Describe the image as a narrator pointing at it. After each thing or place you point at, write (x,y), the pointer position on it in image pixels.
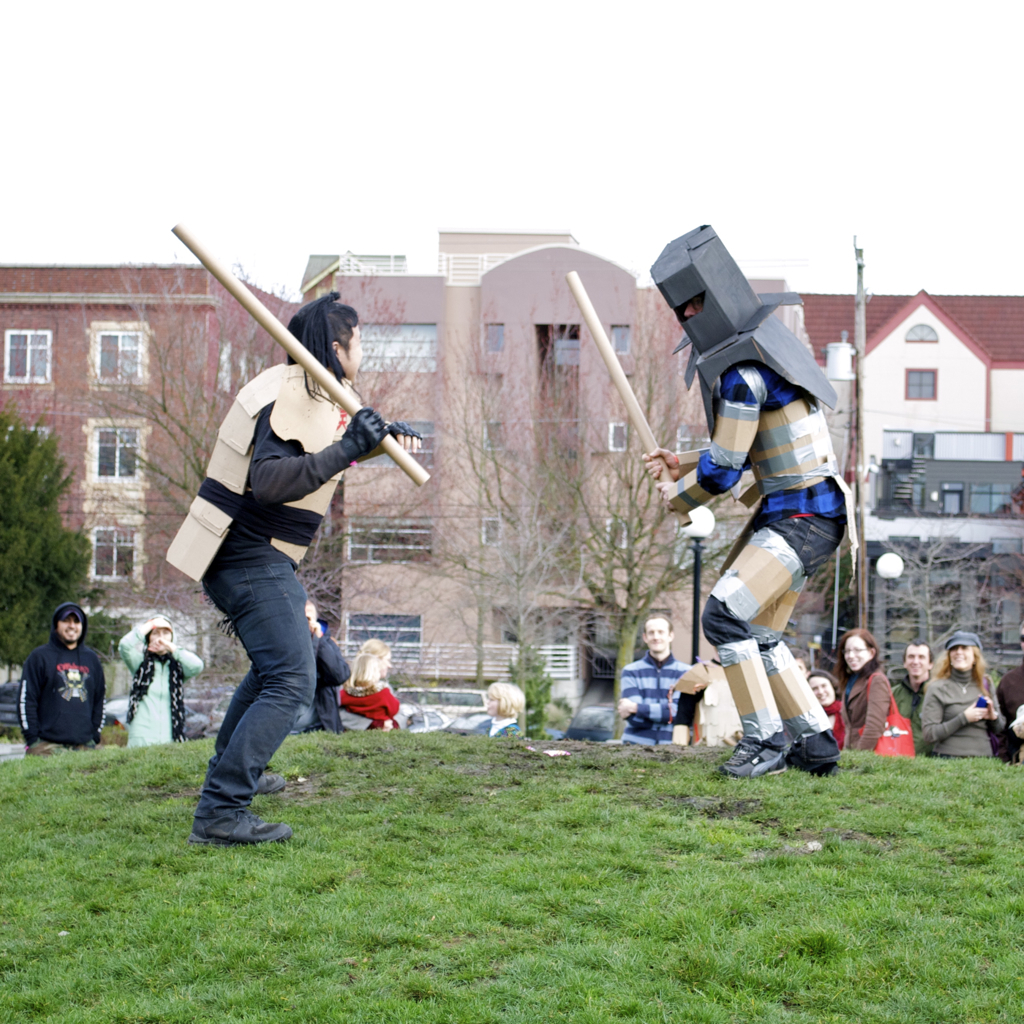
This image is clicked outside. There is grass (603,969) at the bottom (617,982). There is building (557,434) in the middle (439,541). There are trees (485,619) in the middle (494,590). There is sky (398,117) at the top (348,209). There are some persons (929,740) standing in the middle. There are two persons (762,733) standing, who are holding sticks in the middle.
